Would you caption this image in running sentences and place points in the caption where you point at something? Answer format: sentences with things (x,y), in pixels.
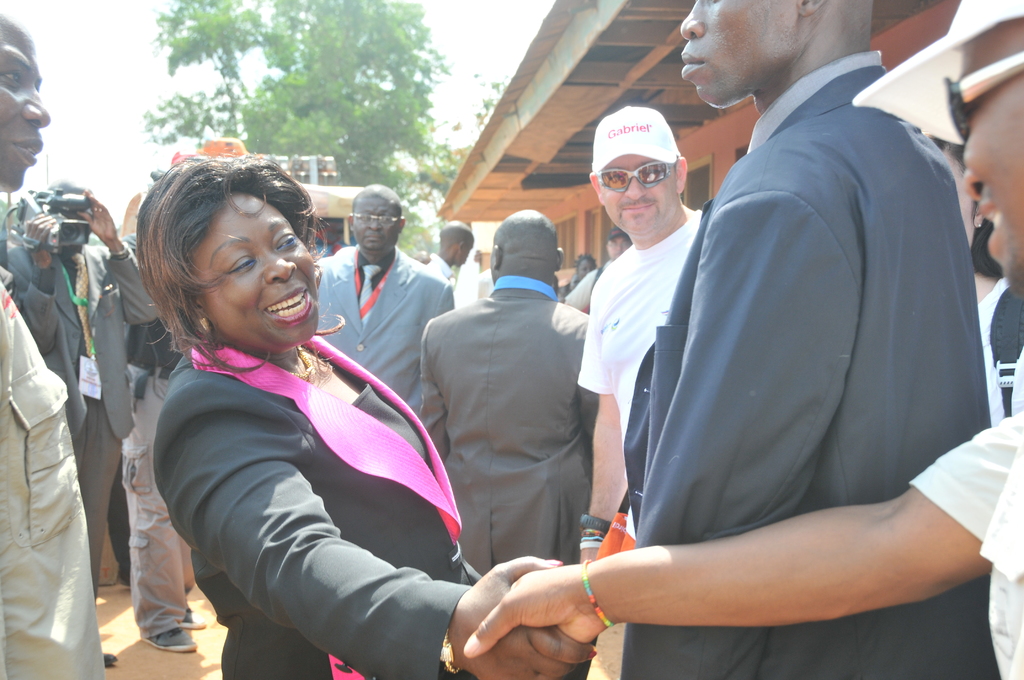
In the image there is a woman (293,378) with black suit (345,508) shaking hand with a man (833,592) in the front (921,568) with white dress (1020,616), behind them there are many people (552,300) standing on the land (139,648), the man (88,474) on the left side (25,250) is holding a camera (66,231), at the back (314,93) there is a tree (307,89), on right side (729,130) it seems to be a building (550,208) and above its sky (117,39).
